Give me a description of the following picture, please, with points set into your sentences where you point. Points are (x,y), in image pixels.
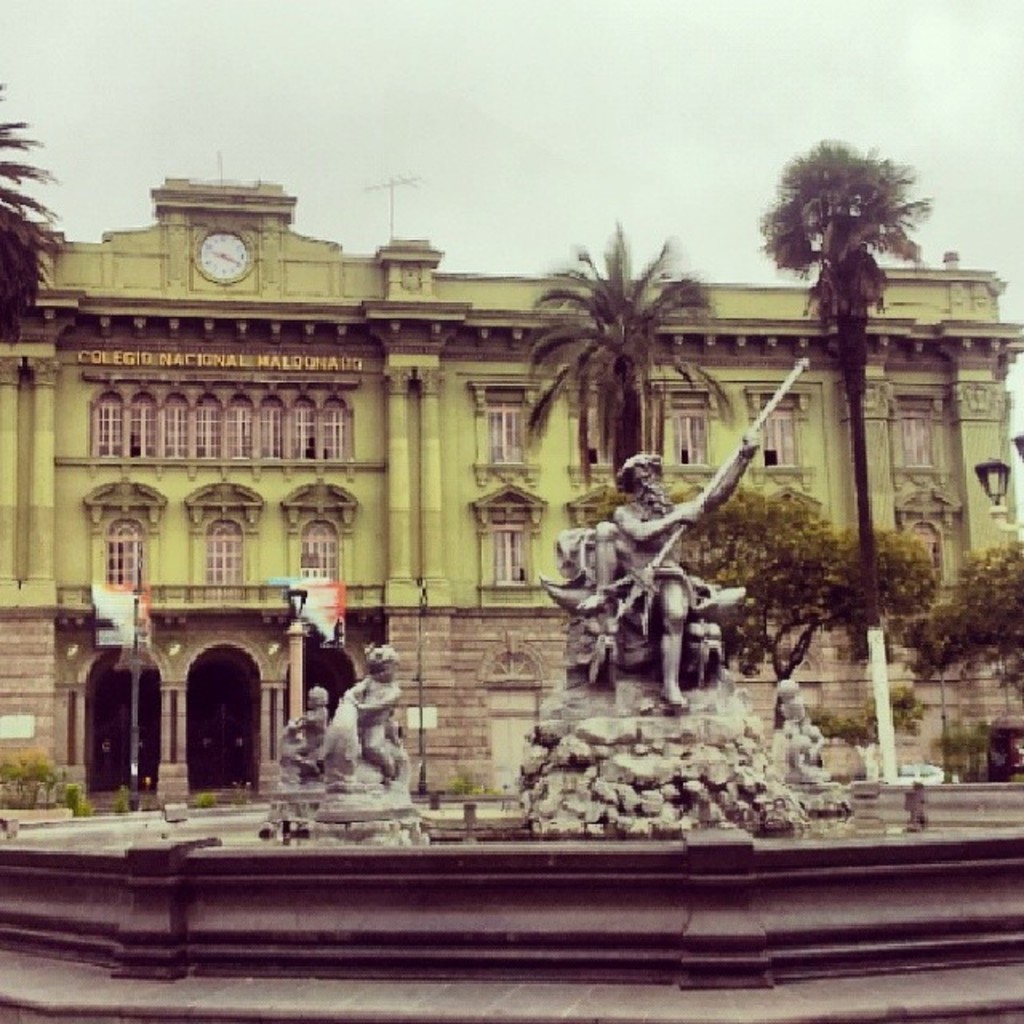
In this picture there are few statues (618,750) and there are few trees (701,377) and a building (394,481) in the background (431,473).
